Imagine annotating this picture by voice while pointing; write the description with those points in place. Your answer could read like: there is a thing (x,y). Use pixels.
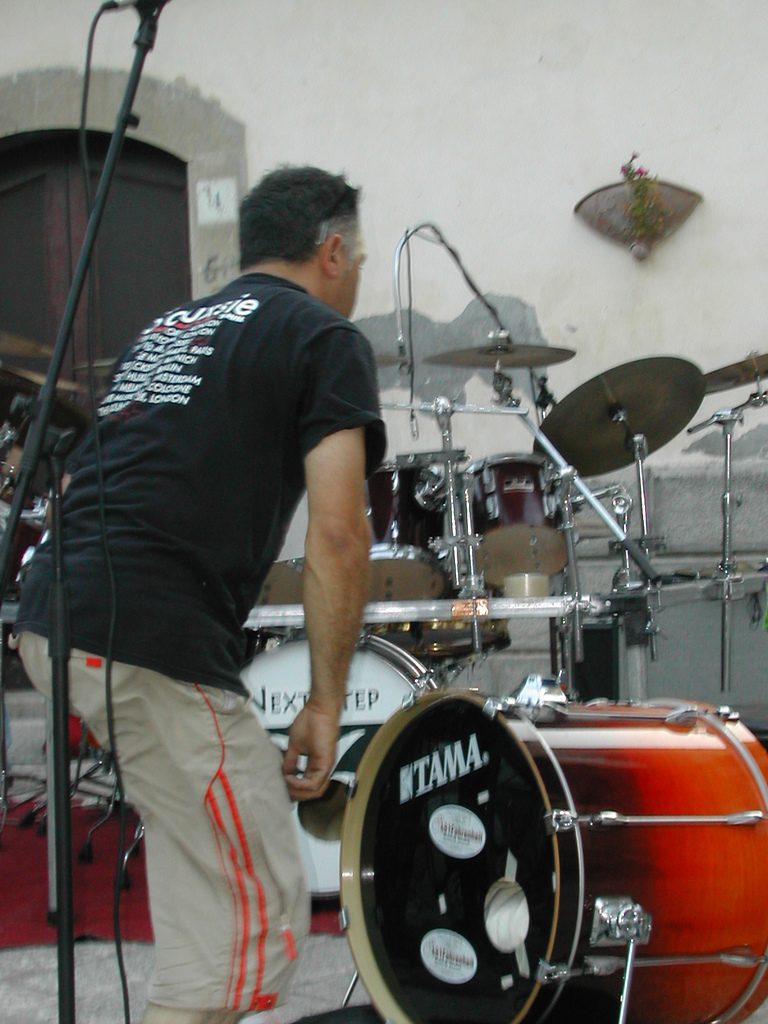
In this image we can see a person (163,541) wearing a black t shirt (165,615) is standing on the ground (288,995). In the background (154,233), we can see group of musical instruments (578,409) and a microphone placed on a stand (41,406) and a door (140,242).
